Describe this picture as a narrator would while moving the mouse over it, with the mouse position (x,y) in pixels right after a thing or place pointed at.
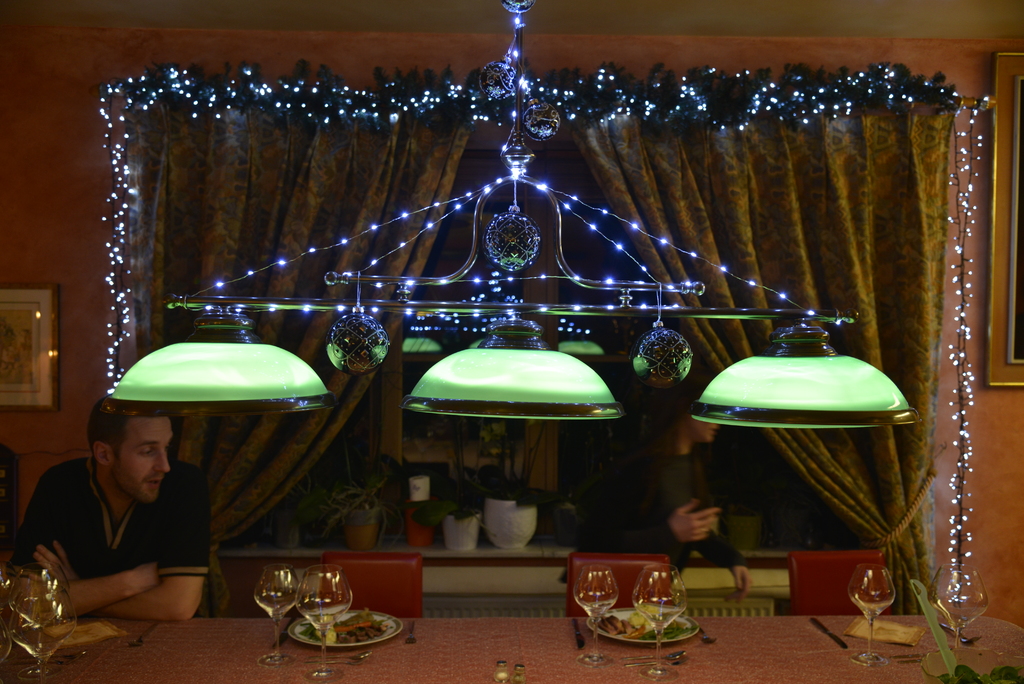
In the picture we can see a table (767,675) and near it we can see a man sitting on the chair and beside him we can see three chairs (391,578) and on table (103,647) also we can see two plates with food items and glasses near it and on the top of the man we can see some lights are hanged to the ceiling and behind the man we can see a wall (76,361) with window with curtains (887,162) to it and decorated with lights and to the wall (1010,412) we can see a photo frame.
